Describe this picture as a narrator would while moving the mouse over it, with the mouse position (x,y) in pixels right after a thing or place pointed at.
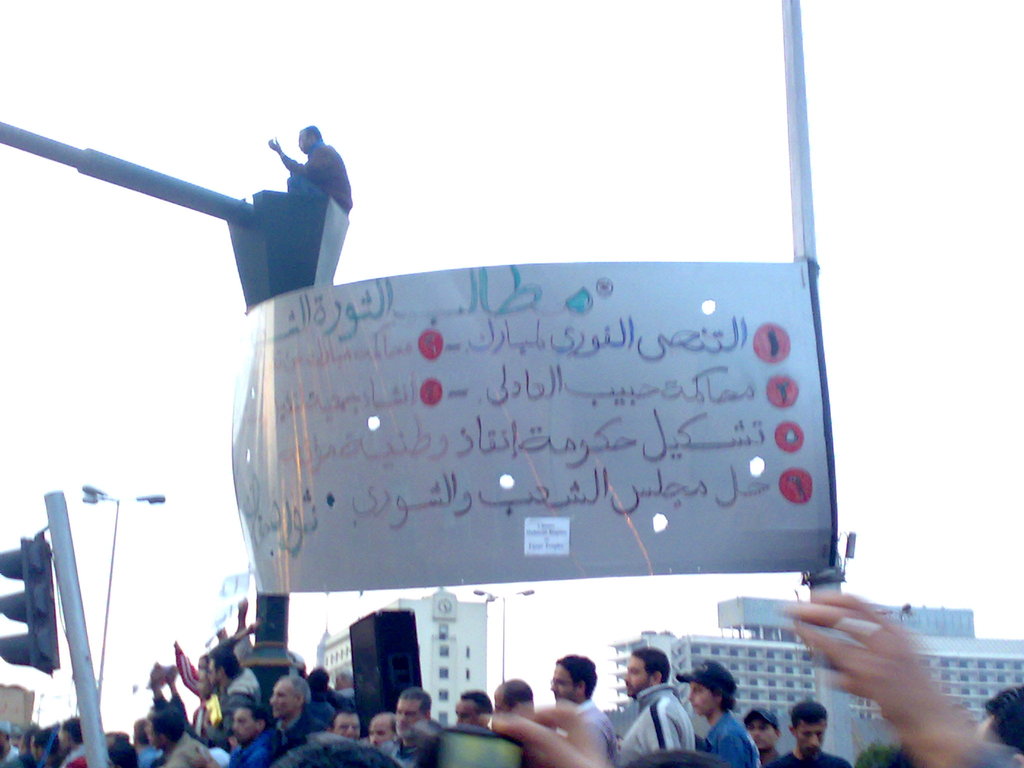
In the foreground (74,640) I can see a crowd (651,709) on the road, board (466,511), traffic poles (19,651) and buildings (758,616). At the top (640,174) I can see a person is sitting on a pole (312,243) and the sky (395,202). This image is taken may be on the road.
